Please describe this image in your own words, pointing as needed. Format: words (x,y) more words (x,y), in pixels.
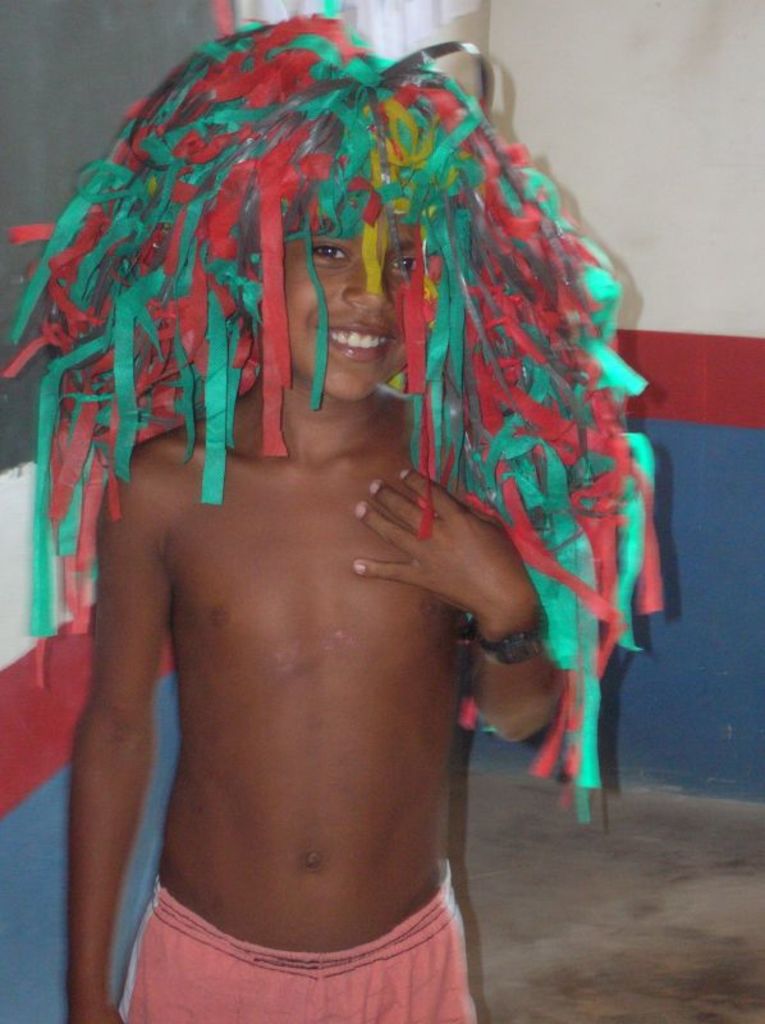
In this picture, we see a boy (401,625) who is wearing the costume (488,76) is standing. He is smiling and he might be posing for the photo. In the background (736,157), we see a wall (694,180) in white, blue and red color.
